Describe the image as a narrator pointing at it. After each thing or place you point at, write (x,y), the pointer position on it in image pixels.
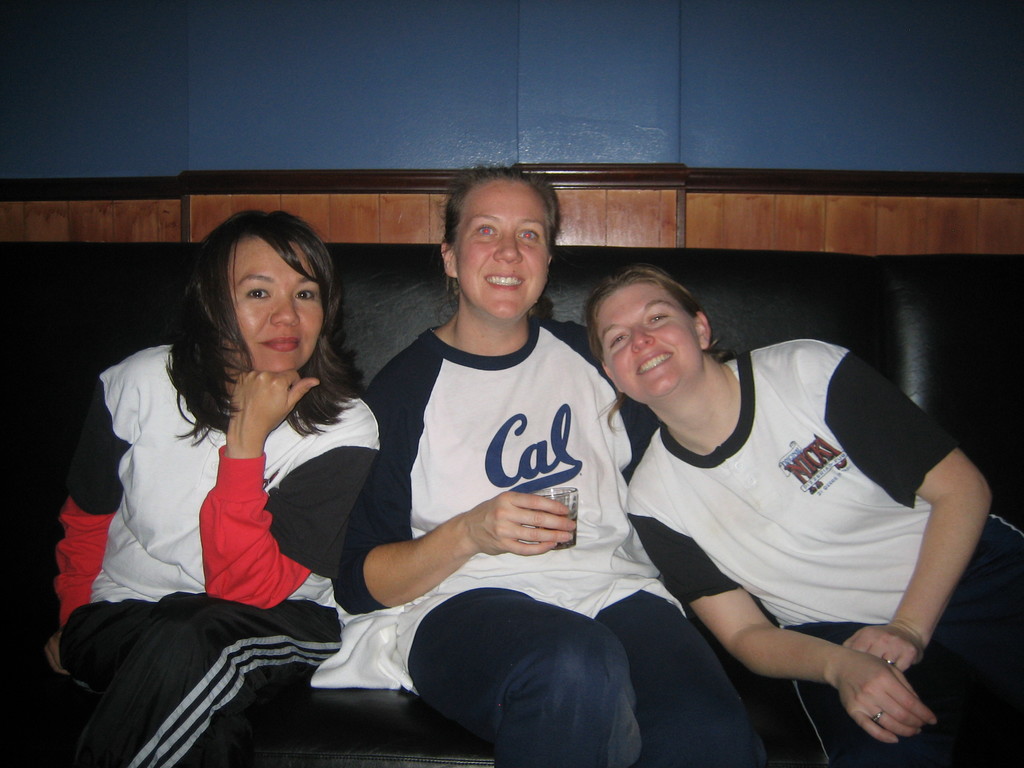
As we can see in the image there is a wall (446,121), three people (477,236) wearing white color t shirts (206,464) and sitting on sofa (145,308).
